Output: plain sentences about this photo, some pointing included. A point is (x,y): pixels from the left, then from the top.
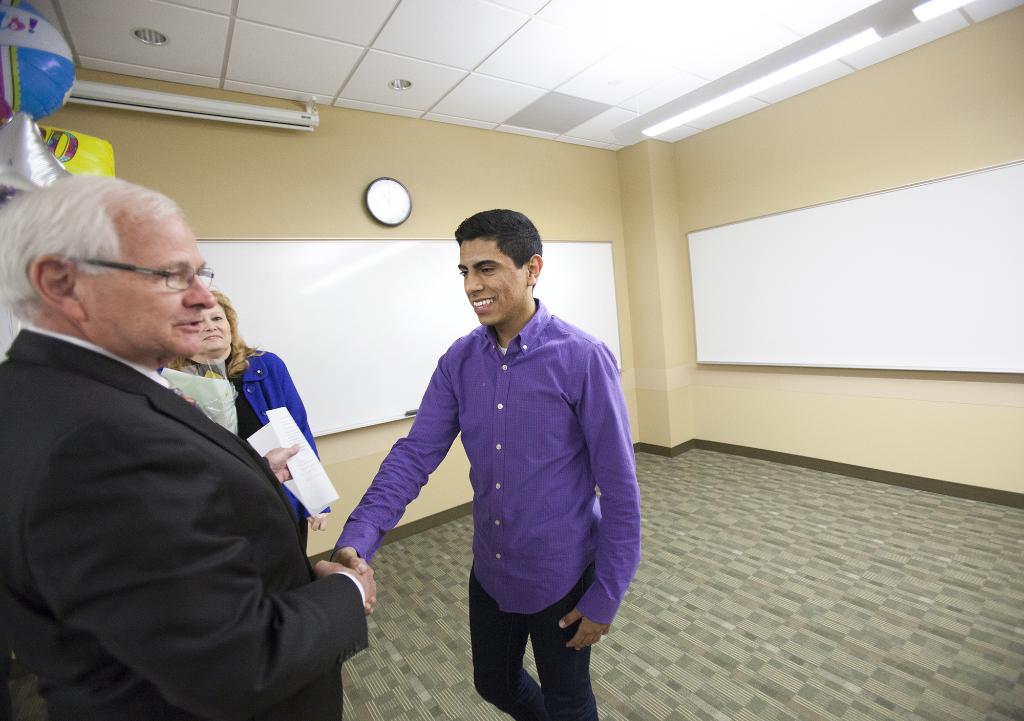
In this image we can see people (225,452), some of them are holding papers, there can see ceiling lights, projector screen (189,114), balloons (108,140), and some other objects (758,365) on the wall (619,289).
